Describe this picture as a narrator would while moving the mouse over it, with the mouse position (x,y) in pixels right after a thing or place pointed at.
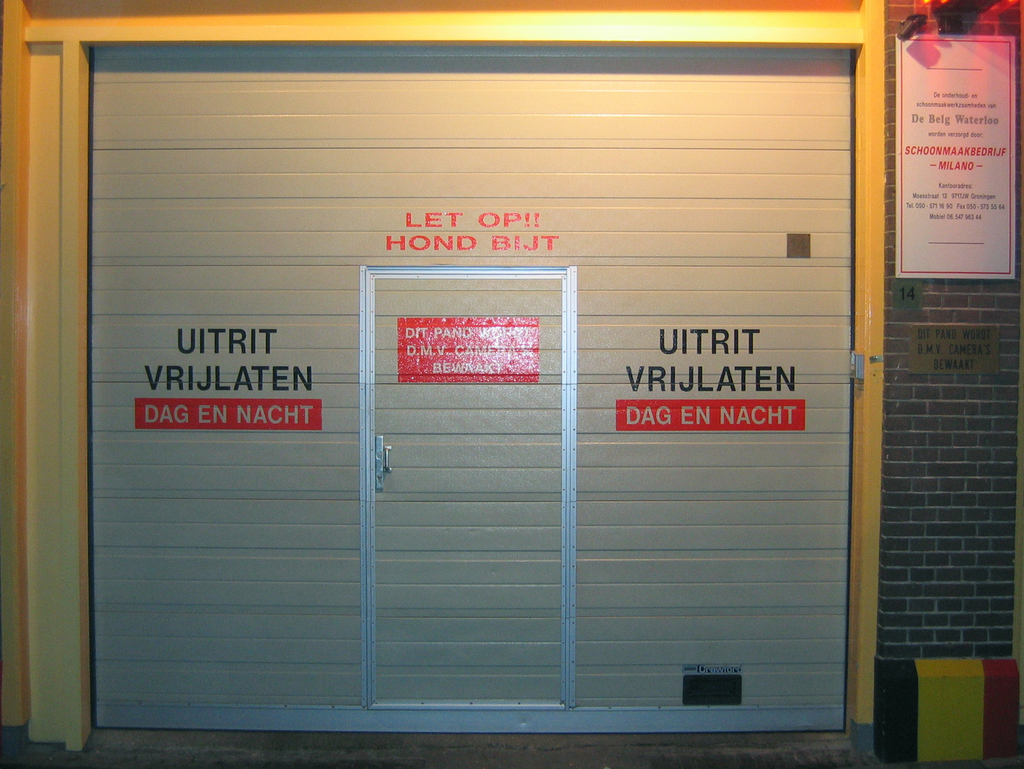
The picture consists of a shutter (357,428). In the center of the shutter (180,435) there is a door (535,405). On the shutter (227,353) there is text (443,245). On the right (875,694) there is a brick wall (983,288), on the wall (948,605) there are poster (949,240) and name plate (968,357).
